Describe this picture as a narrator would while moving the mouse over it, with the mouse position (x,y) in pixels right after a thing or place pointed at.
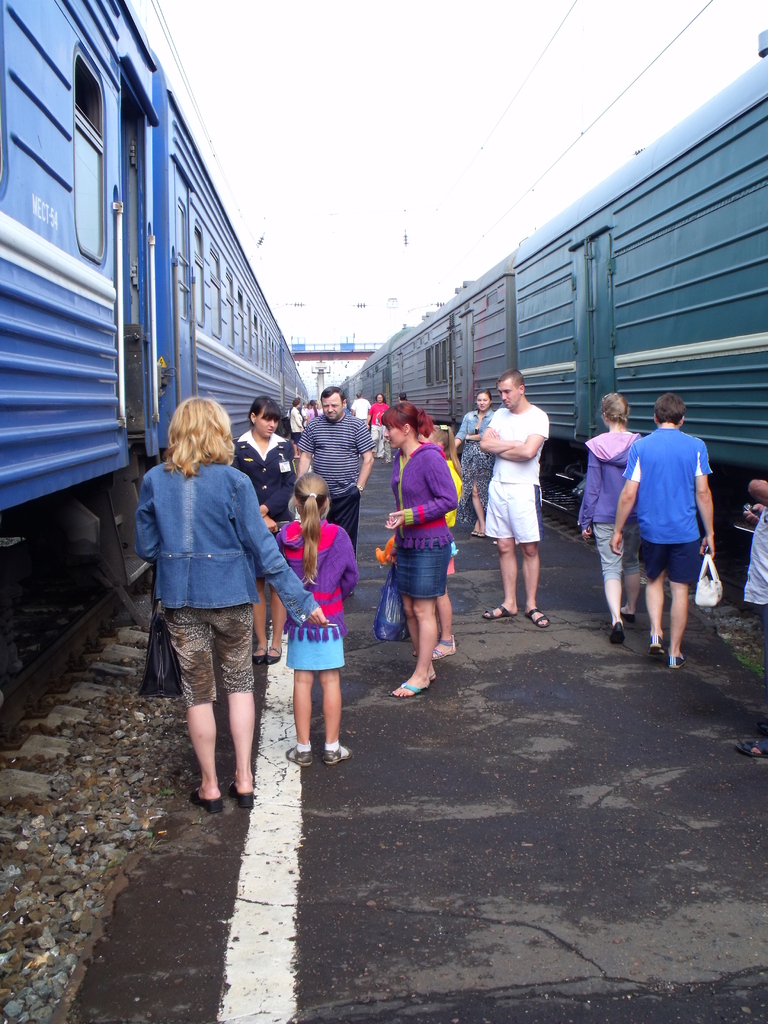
In the image we can see there are many people (347,497) standing and some of them are walking, they are wearing clothes (189,590) and some of them are wearing shoes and carrying bags (163,619). Here we can see trains (239,361), on the train tracks (50,615). Here we can see the road (446,854), stones (88,798), electric wires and the sky (333,73).
